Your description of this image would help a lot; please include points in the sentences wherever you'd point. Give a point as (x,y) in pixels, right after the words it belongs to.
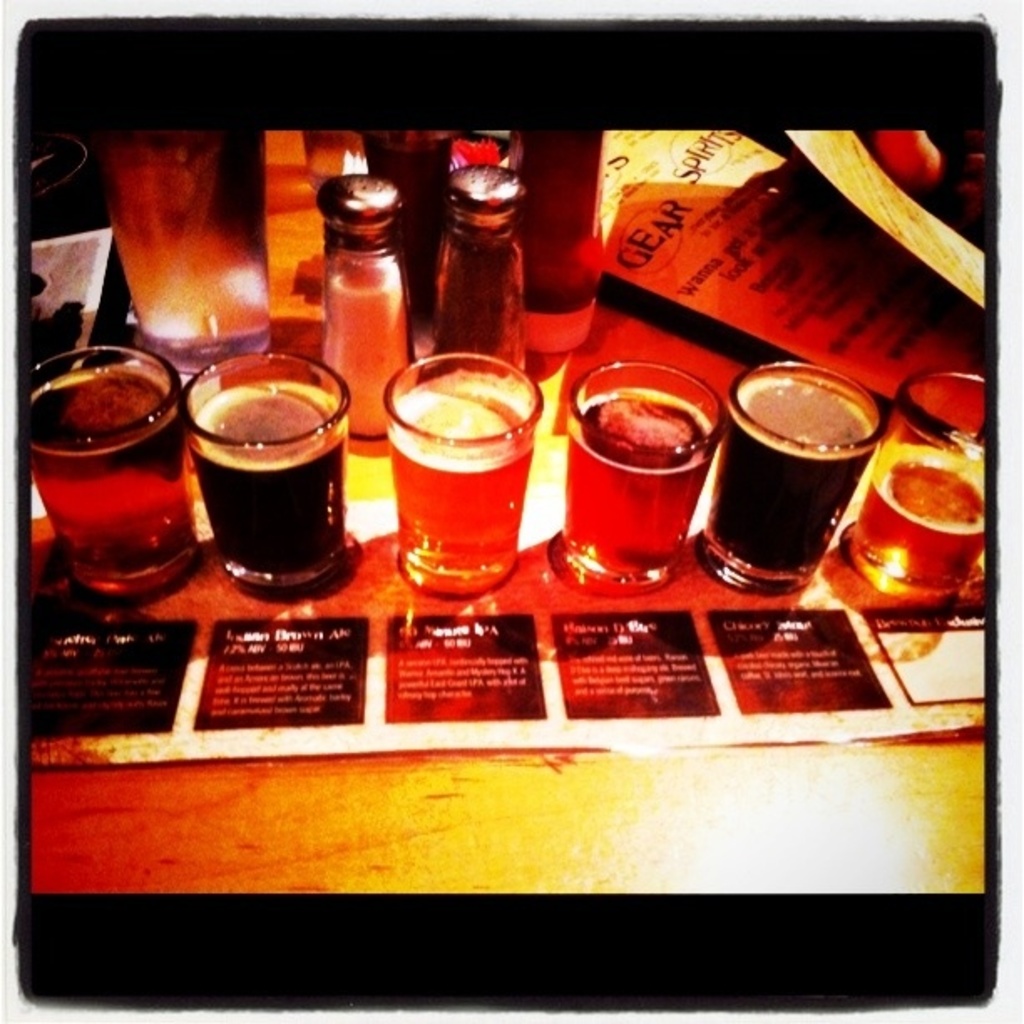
This image contains few glasses (477,464) filled with drink (322,490) in it. Glass (45,507) is kept on a wooden plank (967,740) having few papers (771,654), jars (472,354), glasses (472,354) are on it.
